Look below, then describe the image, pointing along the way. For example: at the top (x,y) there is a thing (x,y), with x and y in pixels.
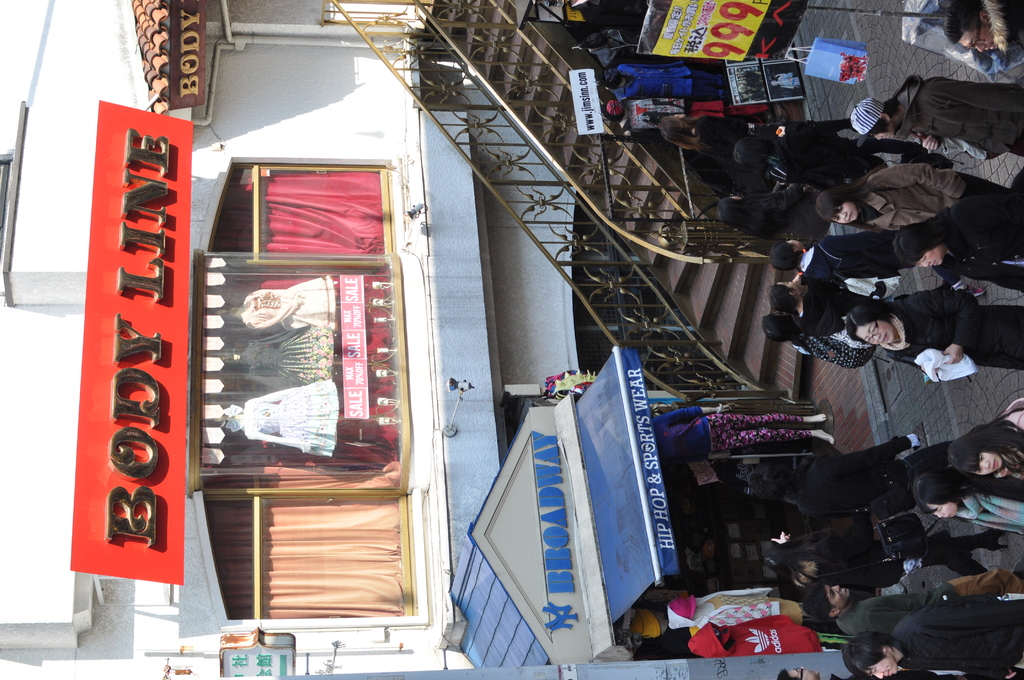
The picture on a road (904,399) where people (830,502) are walking around and in the background (549,518) we find shops (519,461) named as BROADWAY, BODY LINE. There are also stairs (757,304) on the right side of the image (757,310). We also find a label (746,27) of 999 beneath it there are few clothing items (714,103).
